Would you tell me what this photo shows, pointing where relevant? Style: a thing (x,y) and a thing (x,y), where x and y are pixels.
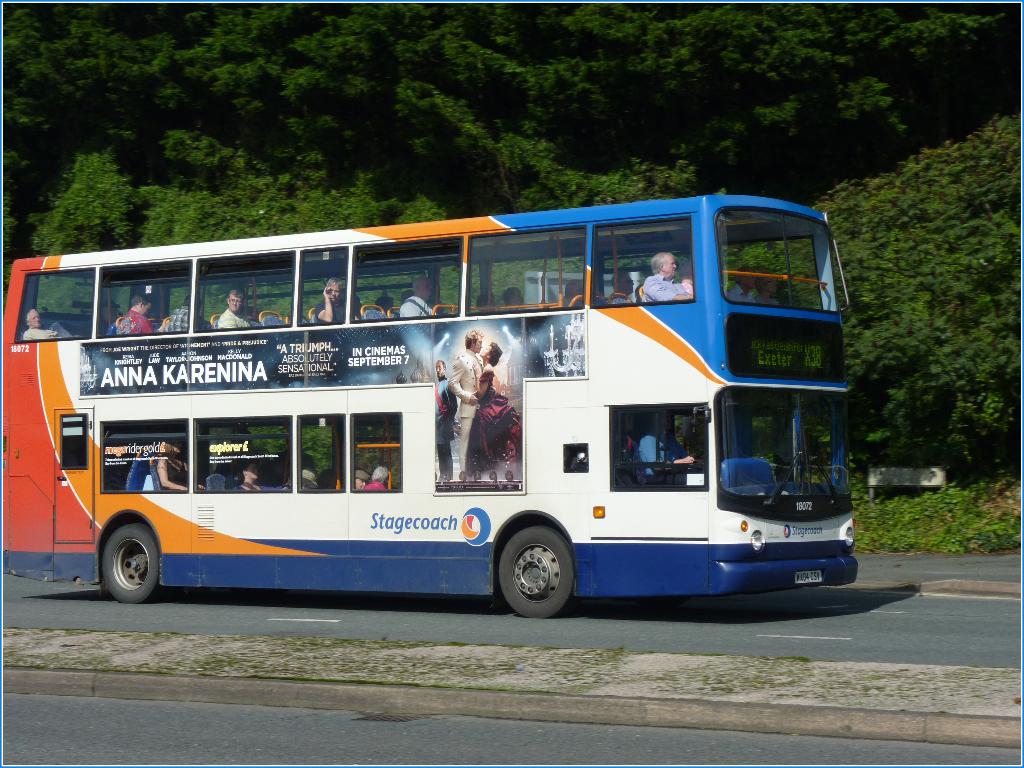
In this image we can see a bus (772,496) on the road (802,760) and there are some people (671,441) sitting in the bus (687,326) and we can see some text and picture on the bus (621,509) and there are some trees (394,63) in the background (394,63).
